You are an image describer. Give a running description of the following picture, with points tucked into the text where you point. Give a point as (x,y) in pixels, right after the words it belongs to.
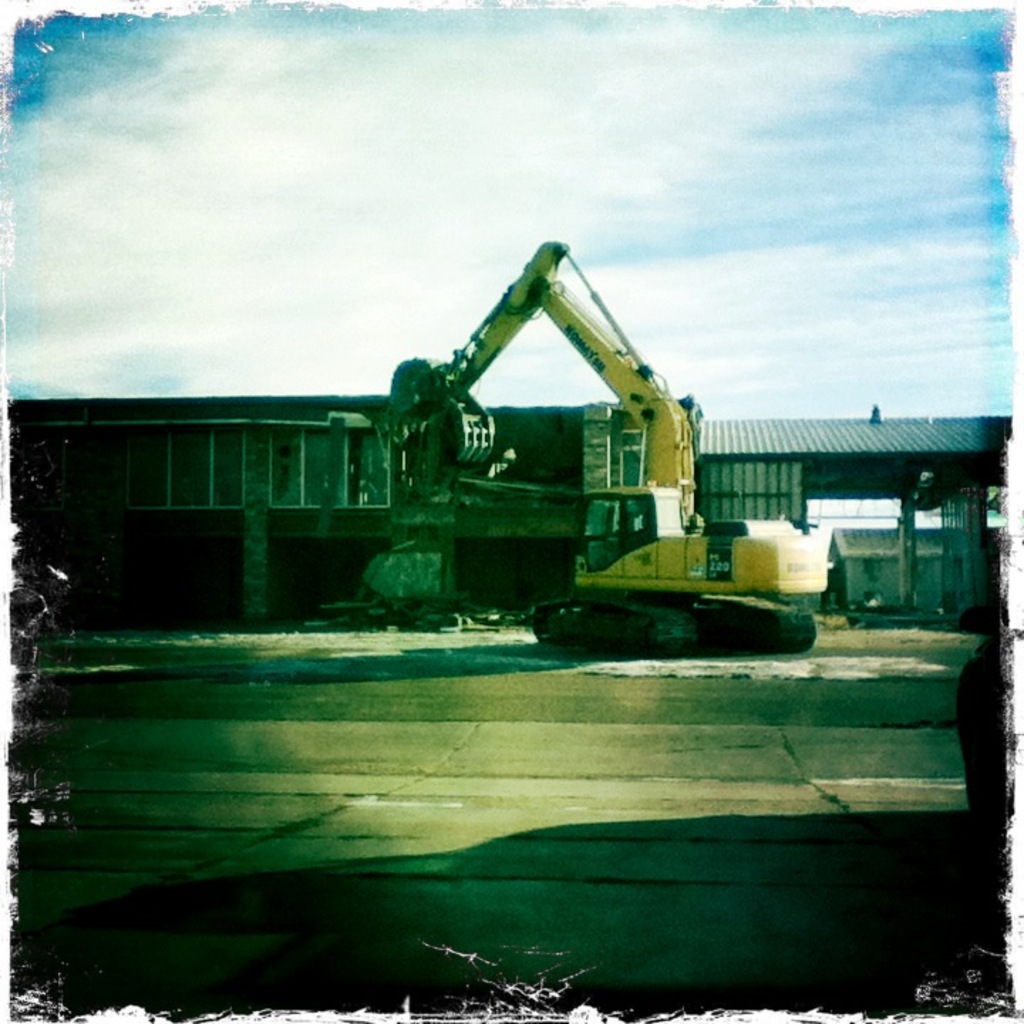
In this picture I can see a crane (558,623) and few houses (769,492) in the back (882,453) and I can see a blue cloudy sky (602,176).
